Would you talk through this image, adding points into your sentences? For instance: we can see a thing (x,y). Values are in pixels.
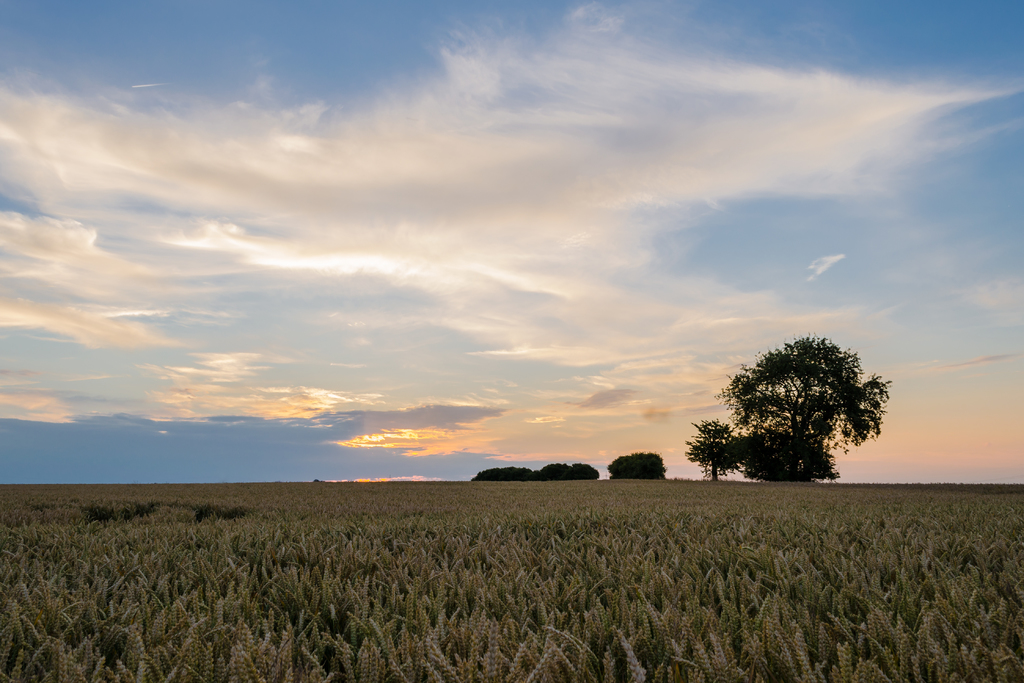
In this image, we can see trees (567,479), plants (631,590). Background (1001,85) there is a cloudy sky (483,300).
